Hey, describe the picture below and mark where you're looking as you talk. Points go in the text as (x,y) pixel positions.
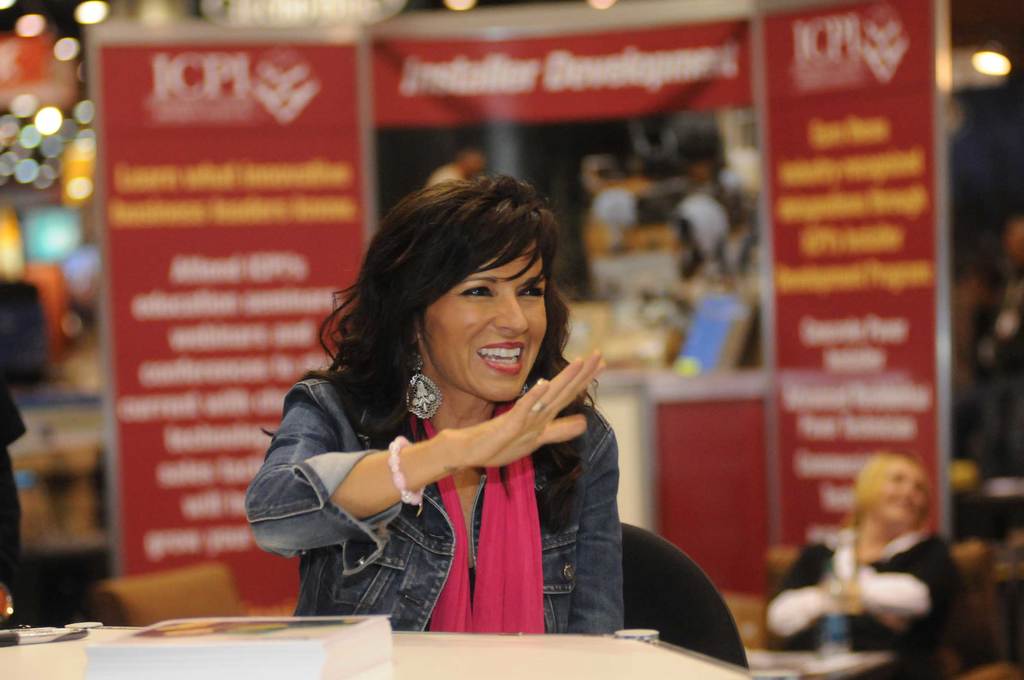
In this image there is a lady (362,373) sitting on chair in front of a table (69,644) on which we can see there is a book (271,673), behind her there is a stall (588,327) with so many banners (253,78) on which we can see there is some note (448,80).
